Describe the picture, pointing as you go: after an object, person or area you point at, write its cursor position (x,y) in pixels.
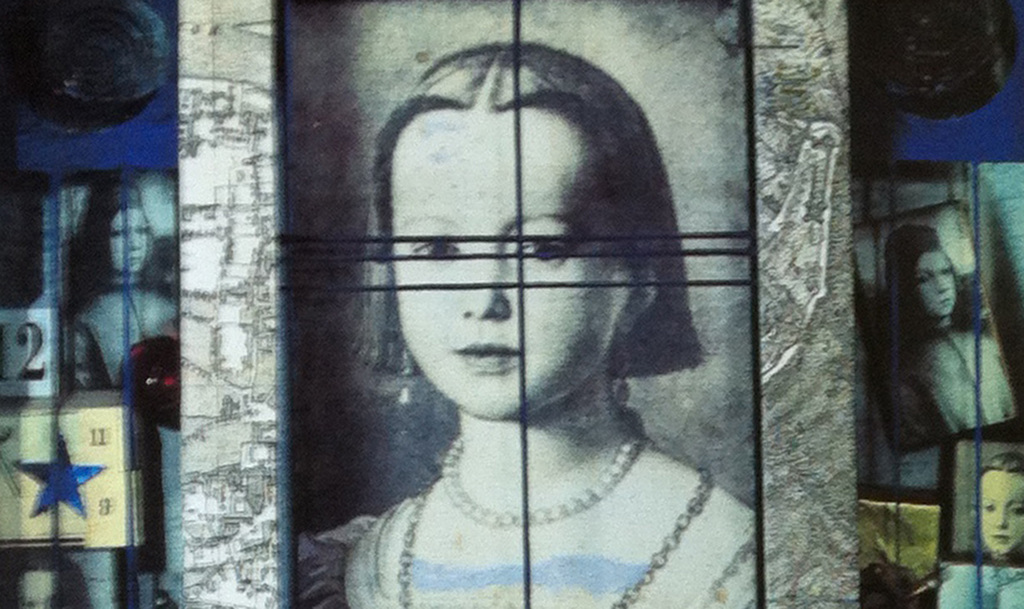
In the center of this picture (352,226) there is a picture frame (585,387) and we can see the picture (527,319) of a person (546,442). In the background (79,261) we can see there are many picture frames (949,312) and a blue color object (90,141) seems to be the wall (52,160) and we can see some other objects (41,357).
